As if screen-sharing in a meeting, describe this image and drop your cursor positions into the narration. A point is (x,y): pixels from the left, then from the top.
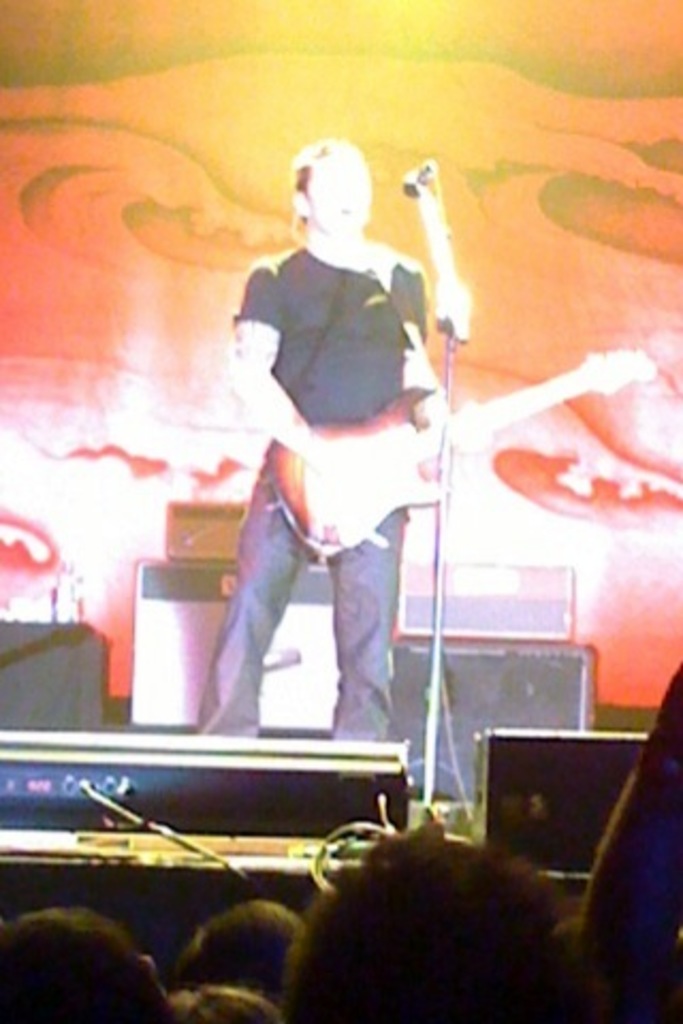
In this image, there is a person (327,248) standing in front of the mic (455,284) and playing a guitar (362,538). There are some speakers (558,692) behind this person (319,297). There are some audience (506,980) looking at this person (321,289). This person (297,292) is wearing clothes (336,344).
